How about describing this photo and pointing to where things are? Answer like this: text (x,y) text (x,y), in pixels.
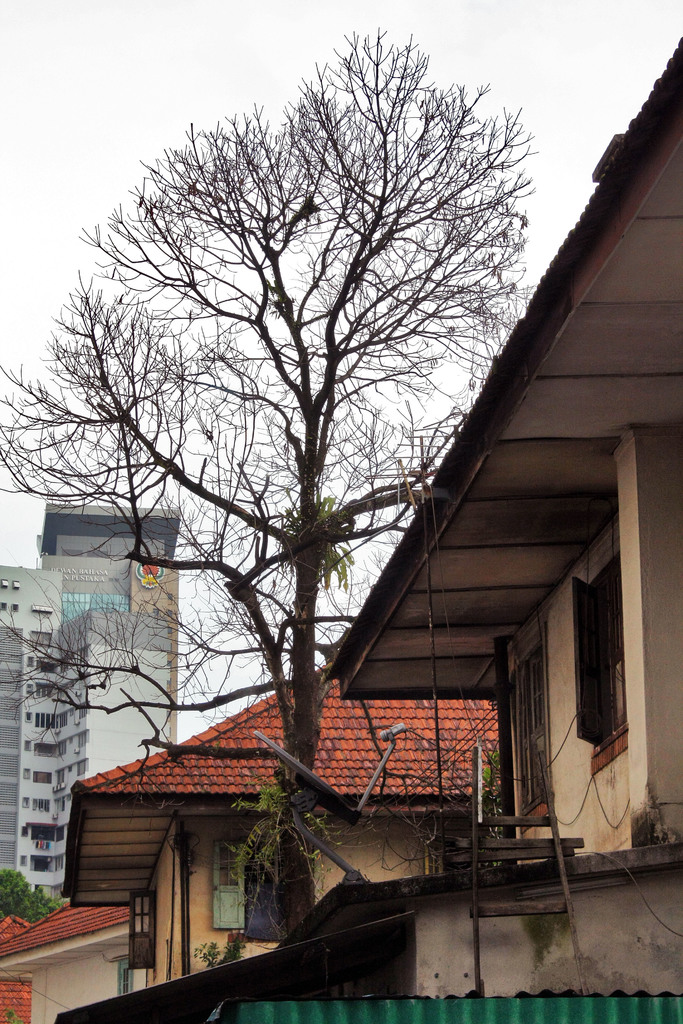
In this picture we can see buildings (382,599), rooftops (26,921), windows (542,706), trees (250,595) and objects (481,859). In the background (328,257) we can see the sky (112,54). We can see a board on the wall (357,850).
